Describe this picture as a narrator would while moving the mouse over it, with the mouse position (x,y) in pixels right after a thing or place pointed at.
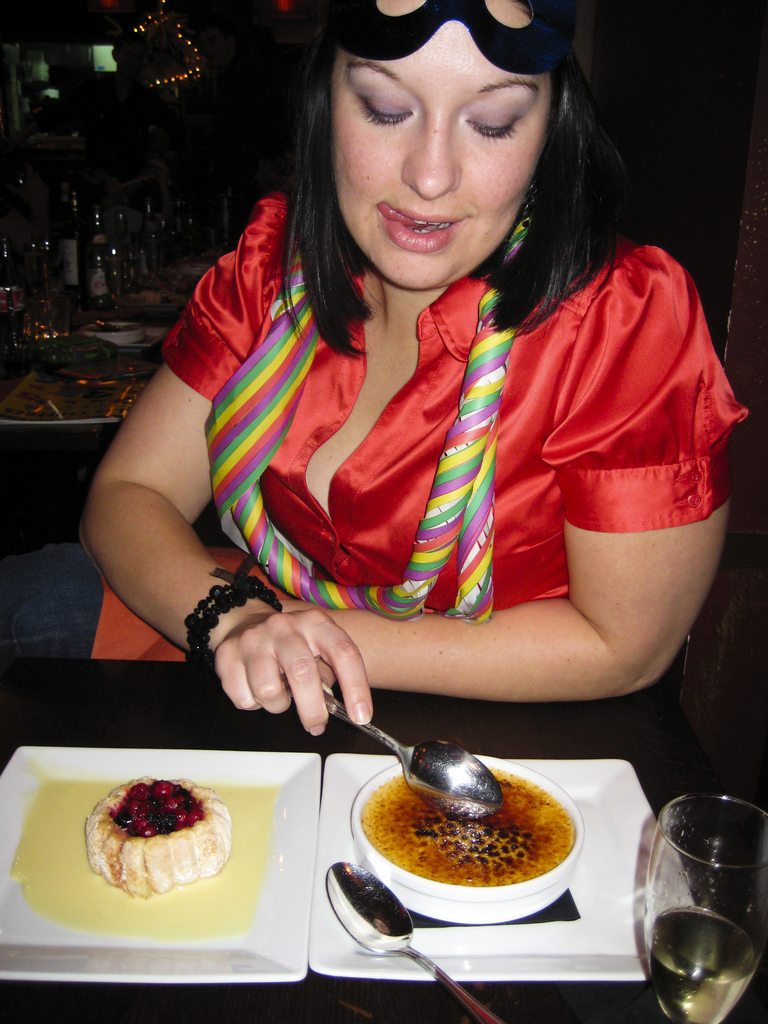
In this image in the middle (468,448) there is a woman (143,538) visible in front of the table (125,718), on the table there are two plates (280,842), on which there is a cake piece (196,870), bowl (544,889) contain a liquid (437,815), woman (233,692) holding a spoon (437,770), there is another spoon (393,905) visible on the plate (619,887), glass (761,939) contain a liquid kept on the table (156,1017), behind the woman (167,453), in the top left (95,312) may be there is a table (87,320), on which there are bottles (103,303) visible.
